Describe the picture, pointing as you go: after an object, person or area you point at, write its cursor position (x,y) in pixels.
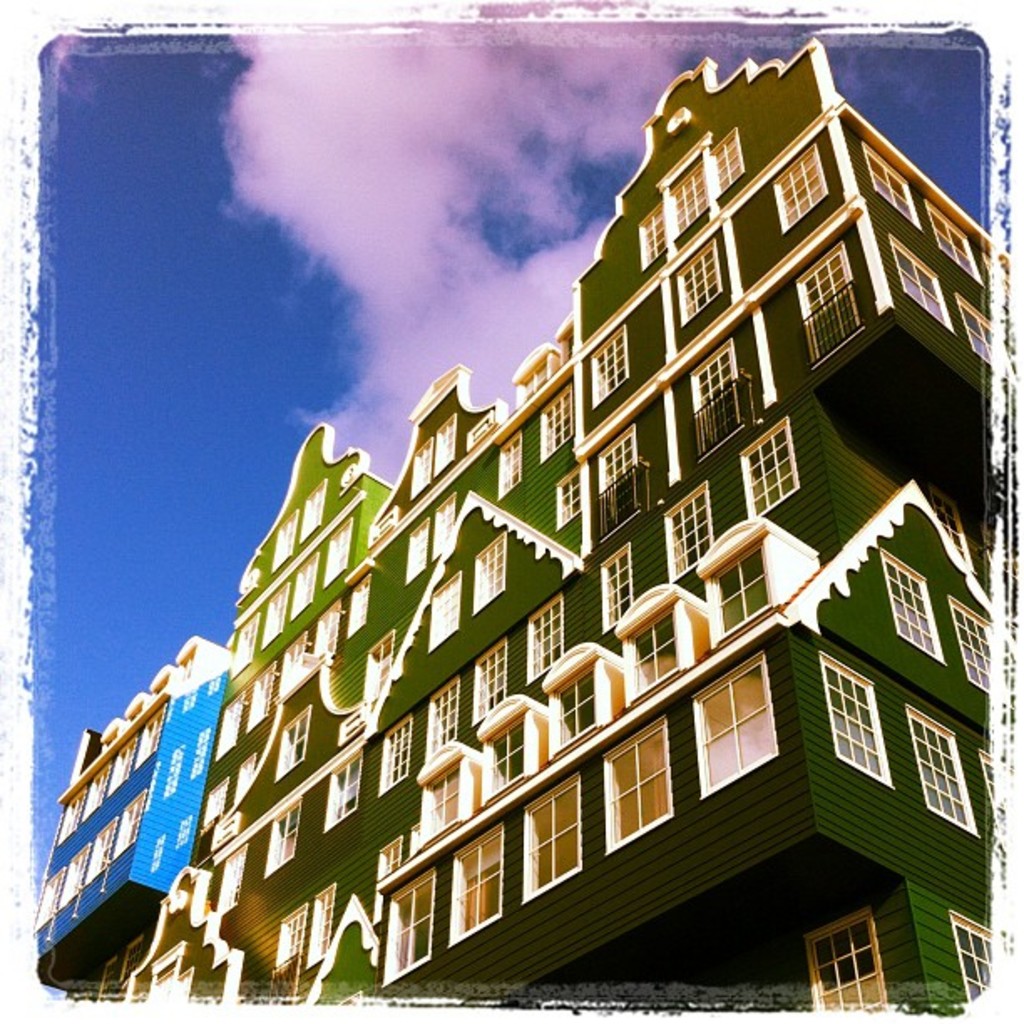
This is a building (548,612) with the windows (234,858), this is sky (375,341).
